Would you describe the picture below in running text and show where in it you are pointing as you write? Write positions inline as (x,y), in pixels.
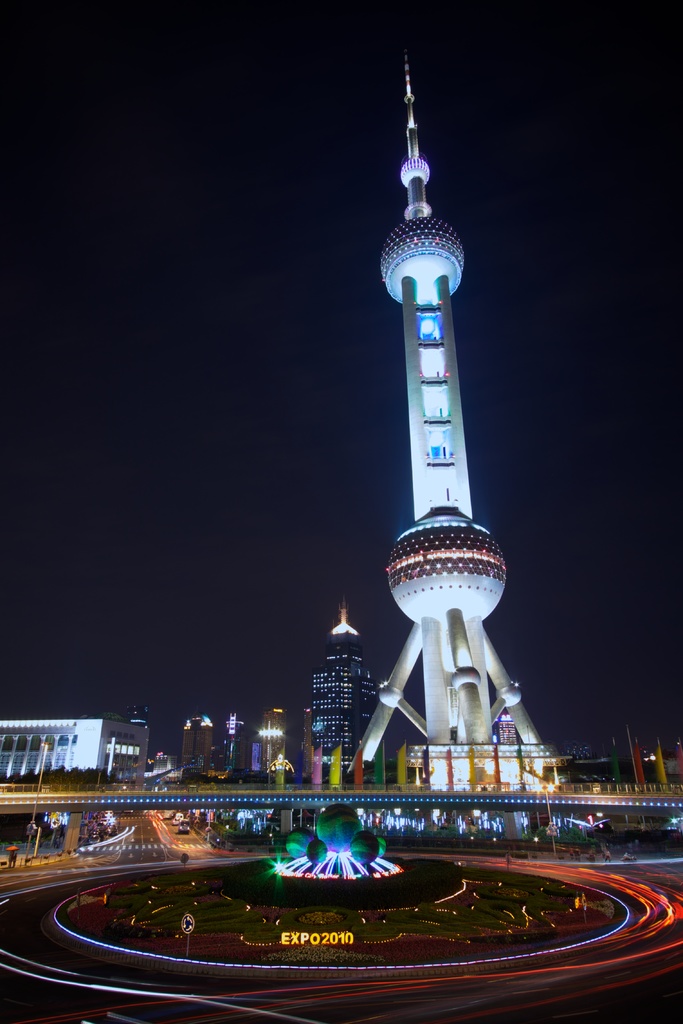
This image is taken outdoors. The background (516,657) is dark. At the bottom of the image (514,1009) there are a few road (524,861) and many vehicles (186,825) are moving on the roads (152,829). In the middle of the image (363,681) there is a bridge (70,791), a fountain (316,853) with lamps (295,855) and many houses (125,739), buildings (322,681) and towers (431,400).
